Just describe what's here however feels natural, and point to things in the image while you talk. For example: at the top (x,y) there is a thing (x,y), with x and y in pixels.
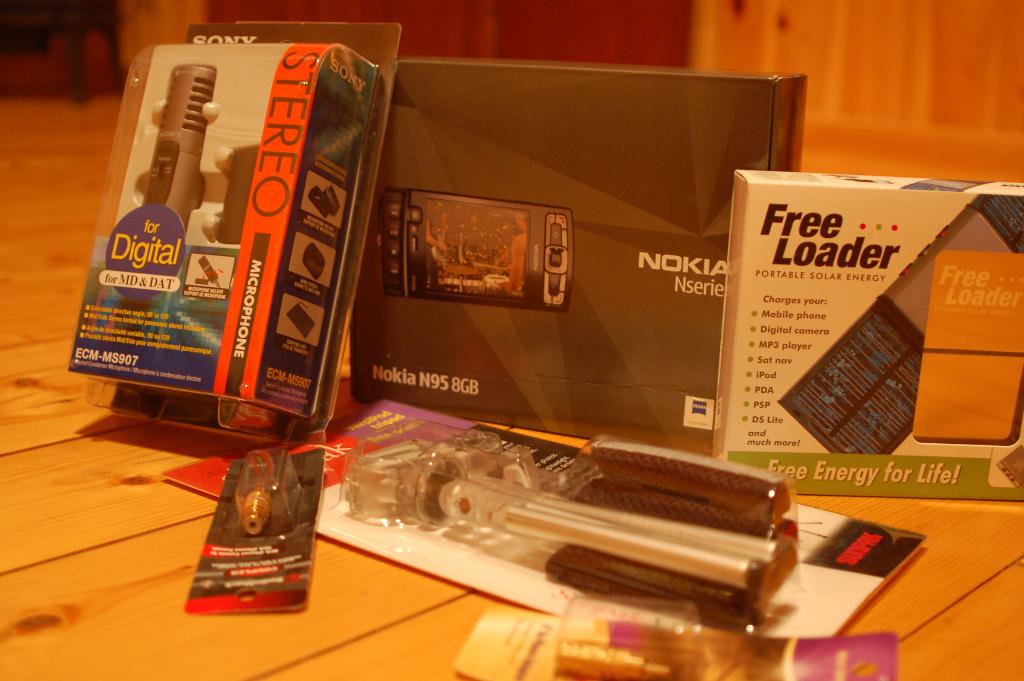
In this image in the center (394,365) there are boxes (470,295) with some text (249,318) written on it and in front of the boxes (421,316) there are objects (604,546) which are kept on the surface (88,551) which is brown in colour.
